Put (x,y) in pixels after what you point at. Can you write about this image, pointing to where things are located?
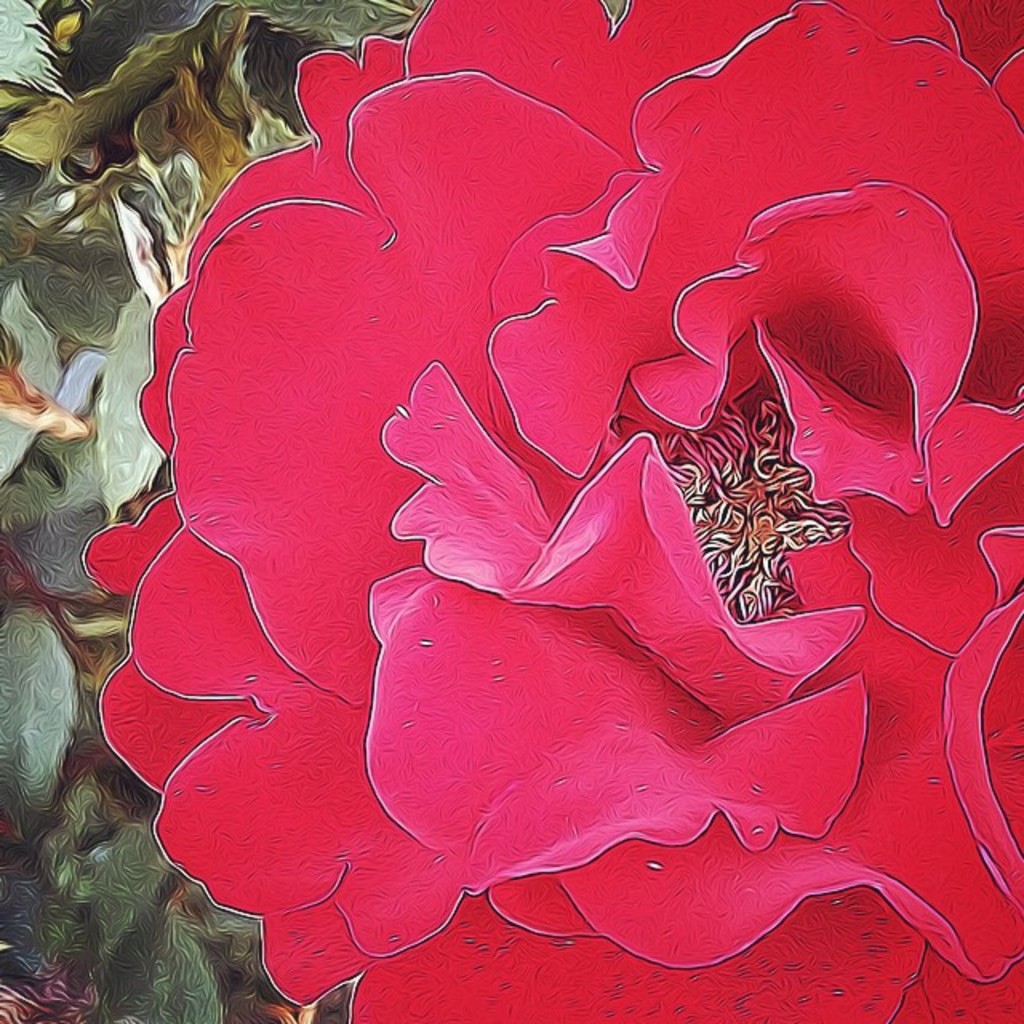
This is an edited picture, we can see a red flower (456,421) and other things (121,972).
